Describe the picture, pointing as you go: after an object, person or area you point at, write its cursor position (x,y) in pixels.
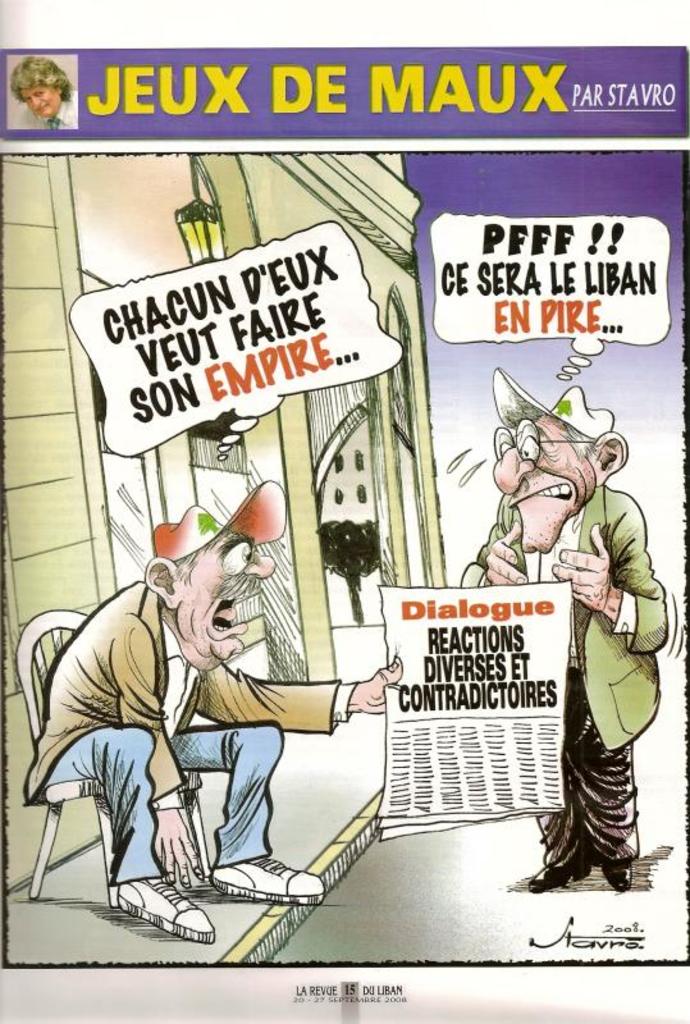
In the foreground of this poster, where we can see a man (178,680) sitting on a chair (187,778) holding a paper (441,771) in his hand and there is another man (598,608) standing and there is dialogue boxes (352,329) on the top (465,326).
